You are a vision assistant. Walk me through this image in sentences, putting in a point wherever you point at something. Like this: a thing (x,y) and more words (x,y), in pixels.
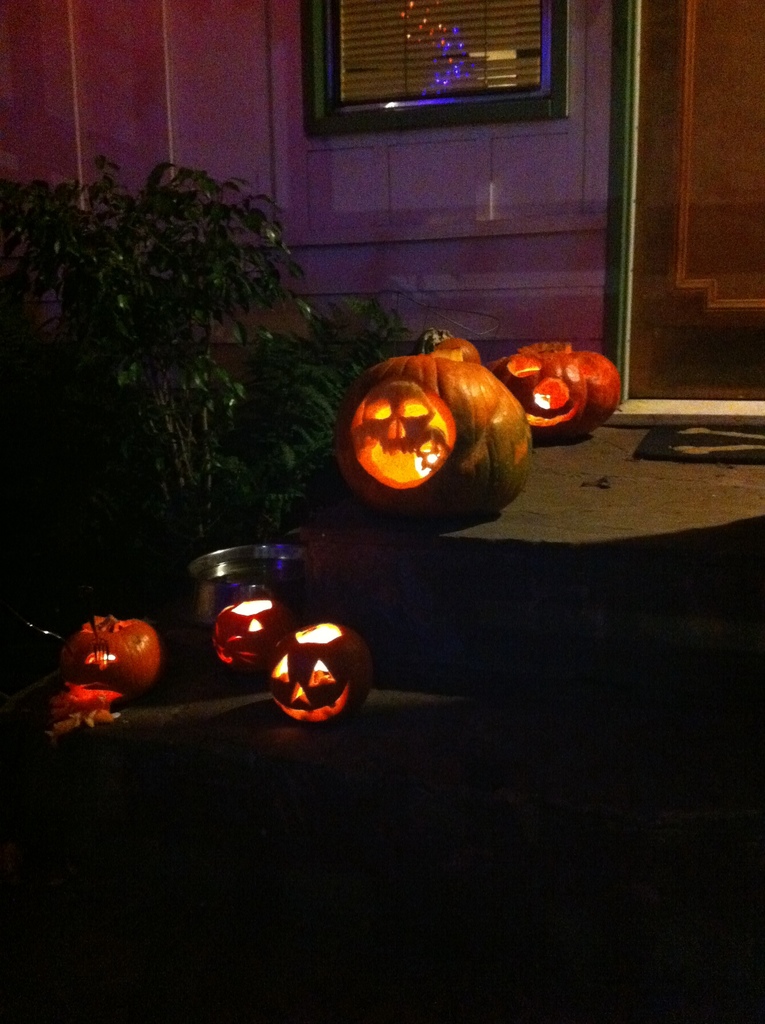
In this image there are few pumpkins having lights (287,709) in it are on the land (434,601). Beside there is a vessel (209,604) and few plants (213,475). Top of image (118,141) there is a wall (561,209) having door (681,253) and window (363,84) to it.
